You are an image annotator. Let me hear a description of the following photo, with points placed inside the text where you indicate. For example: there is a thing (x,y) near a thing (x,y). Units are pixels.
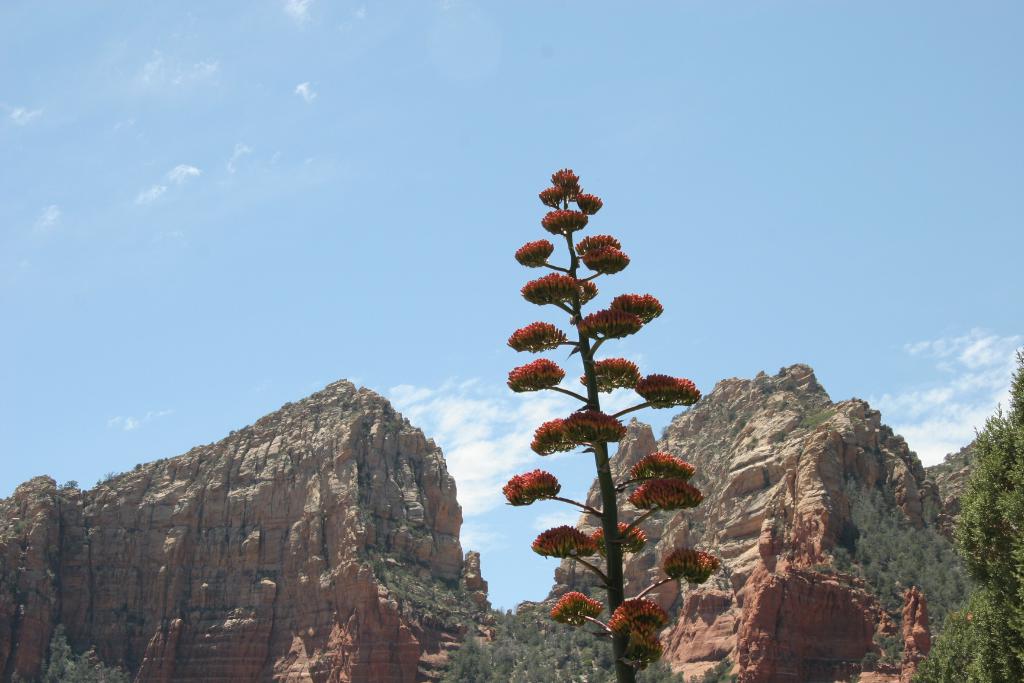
In the center of the image (518,335), we can see a plant (585,537) and in the background (403,485), there are mountains (353,529) and on the right (1006,564), there is a tree (1005,549).
